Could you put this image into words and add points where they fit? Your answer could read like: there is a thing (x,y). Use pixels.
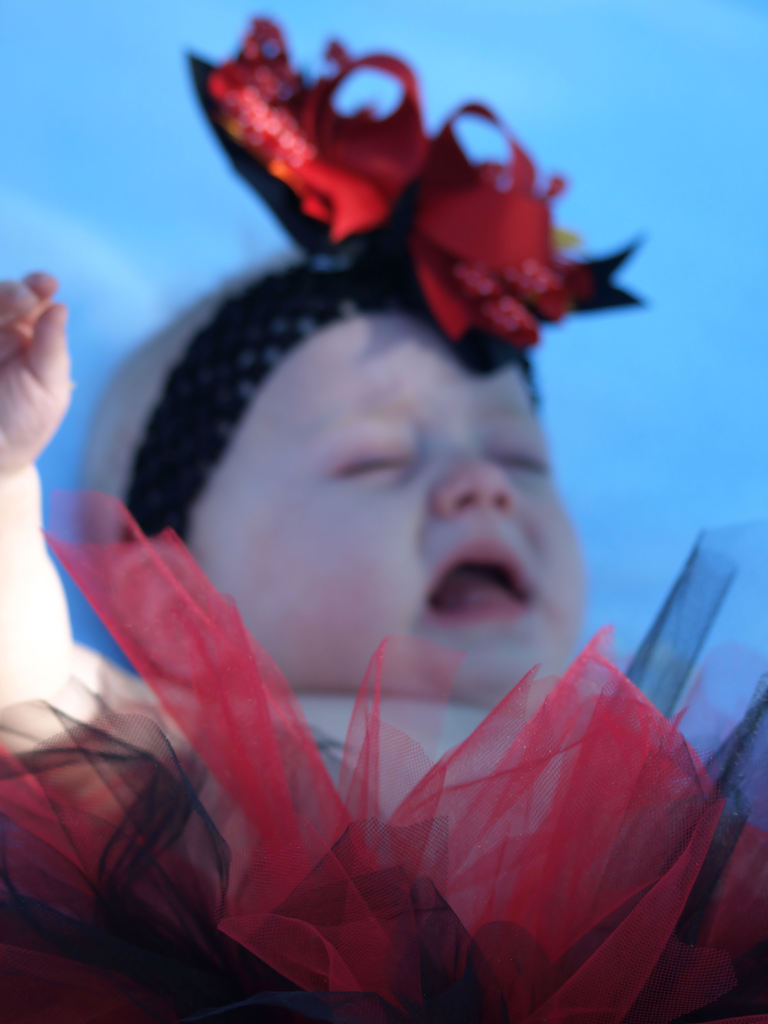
In this picture I can see there is a baby (118,396) here lying in the blue bed sheet (155,273) and she is wearing a red color dress (299,929) and a hair band (349,271).
